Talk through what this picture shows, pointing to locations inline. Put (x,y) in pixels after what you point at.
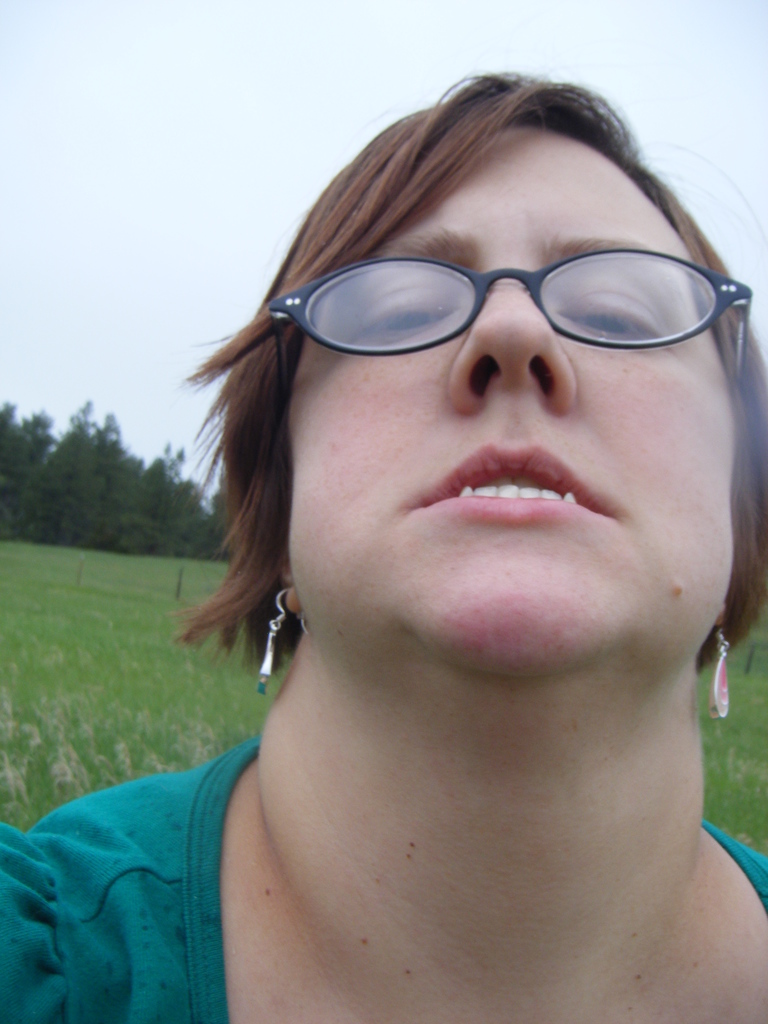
In the foreground of the image (572,894) we can see a woman (302,367) wearing spectacles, dress (115,921) and earrings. In the background (121,483), we can see the grass (82,788), trees (14,535) and the sky (151,229).
